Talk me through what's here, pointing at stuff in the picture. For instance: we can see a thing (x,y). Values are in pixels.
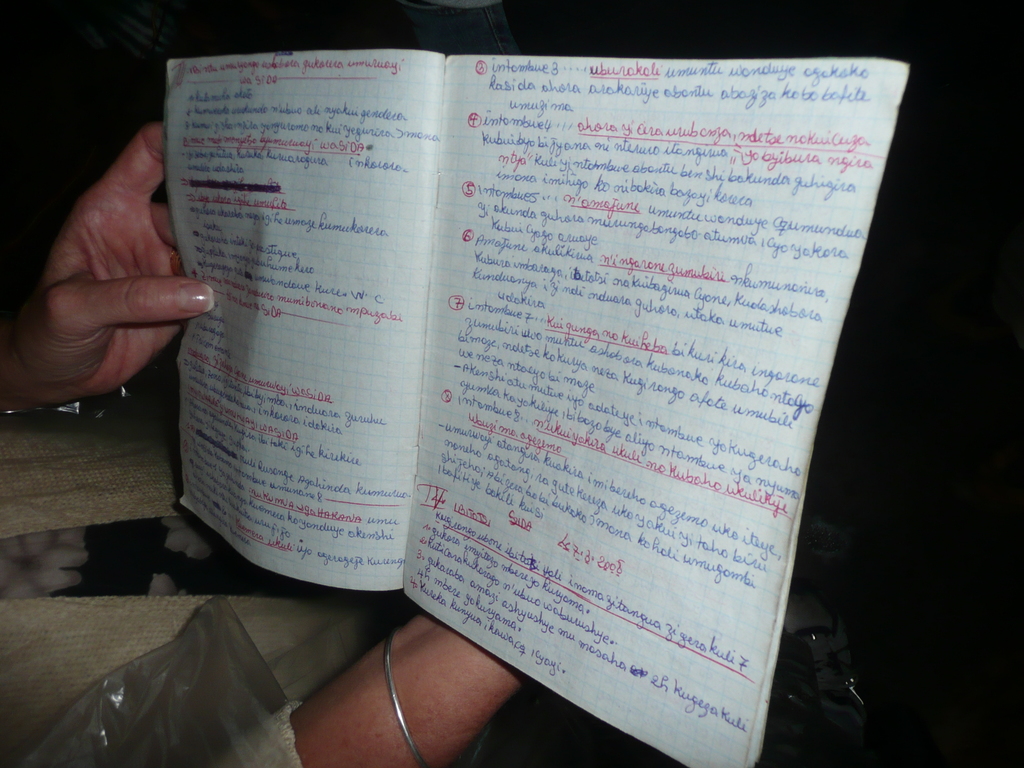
In this image we can see the hands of a person (291,755) holding a book (215,479) containing some written text (566,453) in it. On the bottom of the image (215,766) we can see a cover (55,766).
